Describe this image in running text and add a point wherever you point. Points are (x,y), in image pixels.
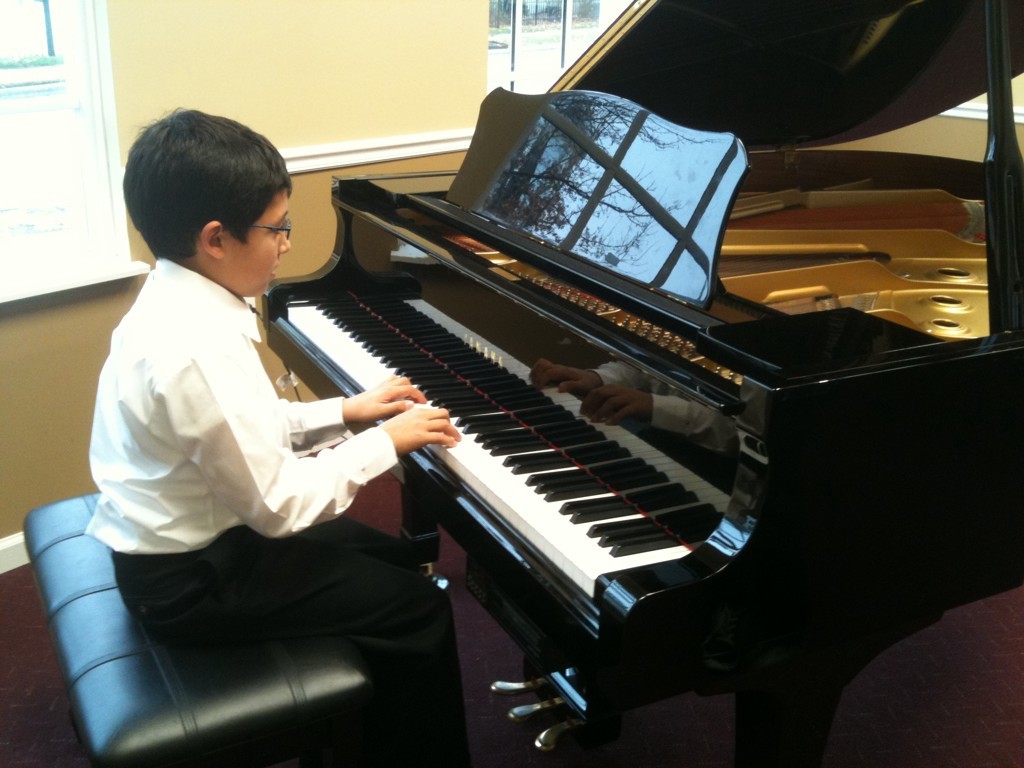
In the picture we can see a child (106,426) playing piano (500,375) which is in front of him, he is sitting on the bench (154,716), near to the child (202,367) there was wall (145,38) with the window (104,121).
